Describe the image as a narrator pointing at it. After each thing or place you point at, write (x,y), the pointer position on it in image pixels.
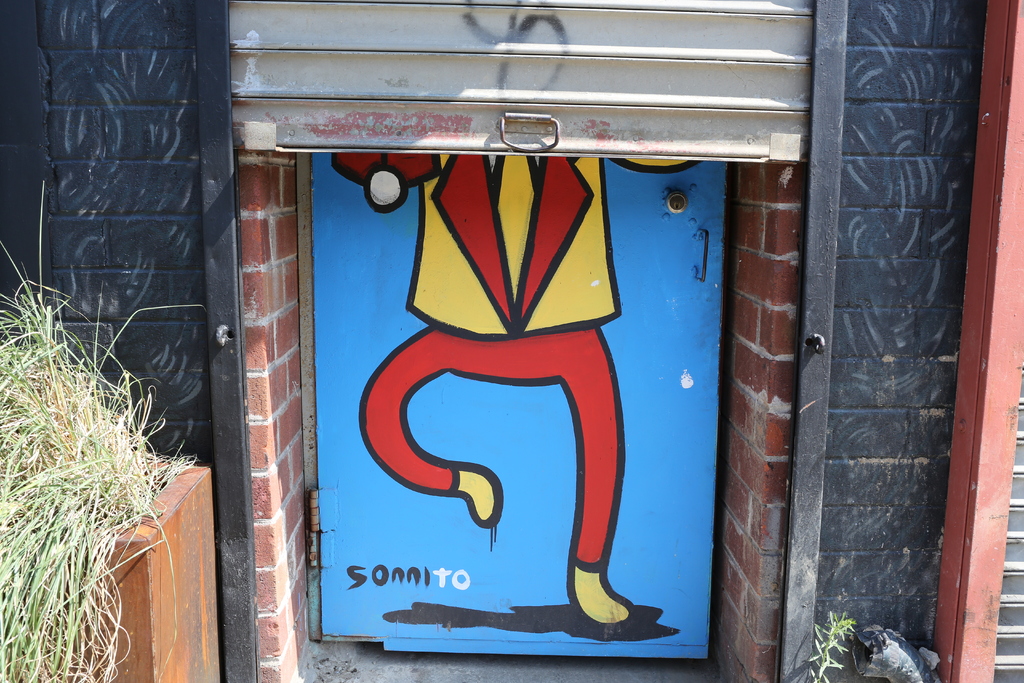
In the picture there is a wall (748,307), there is a painting (564,289) on the door (495,402), there are grass plants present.
